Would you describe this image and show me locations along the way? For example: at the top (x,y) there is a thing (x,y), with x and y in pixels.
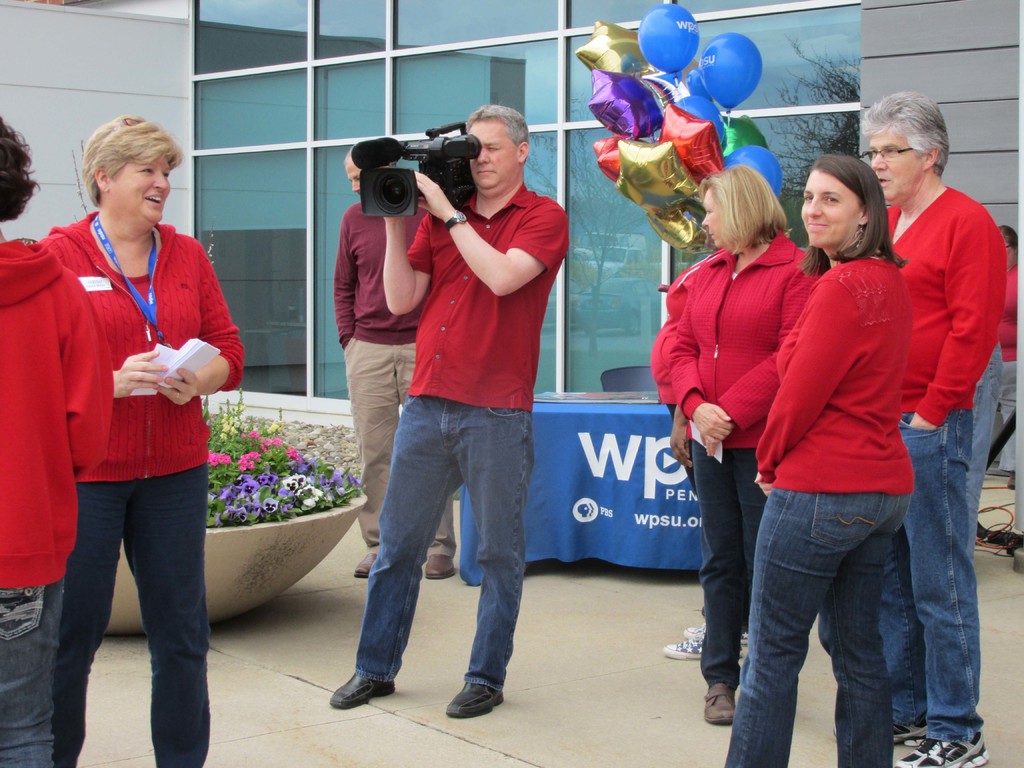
In this picture we can see some people (888,348) are standing, a man (541,315) in the middle (490,317) is holding a camera (406,198), a woman (157,376) on the left side (180,362) is holding some papers (169,369), we can see a table (621,435), a chair (637,375) and flower plants (303,475) in the middle (636,431), there is a building (182,43) in the background (283,12), on the right side (725,76) there are some balloons (594,113).
